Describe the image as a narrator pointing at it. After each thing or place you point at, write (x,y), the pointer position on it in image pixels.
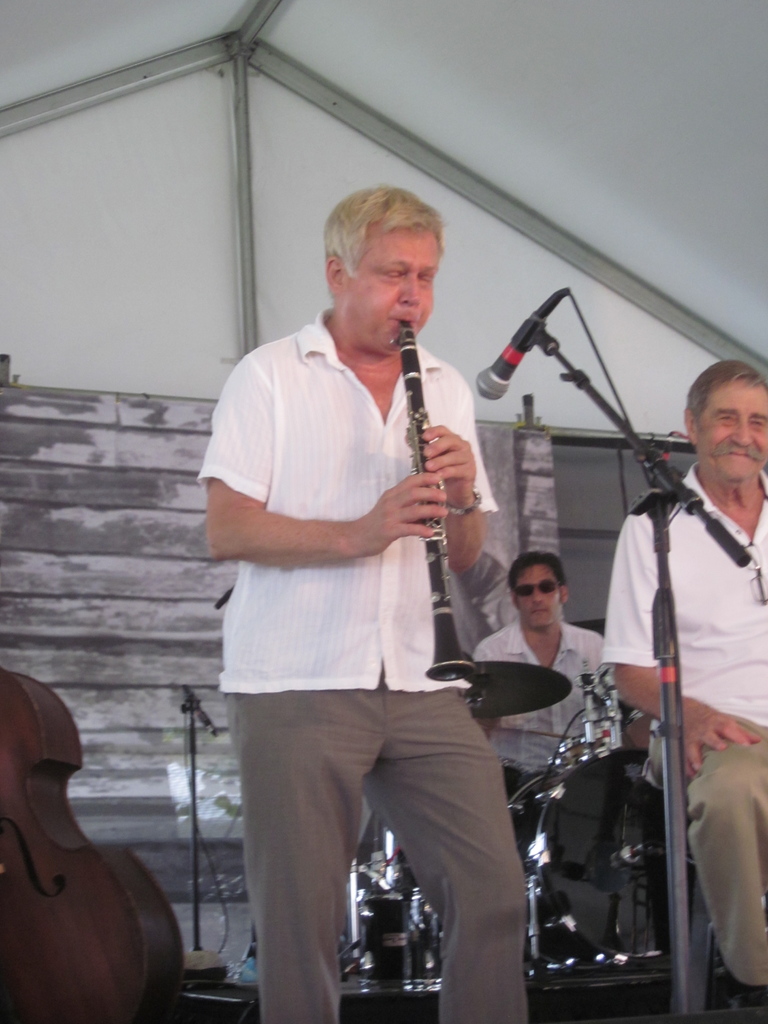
In this picture we can see people (291,503), here we can see a person (266,539) is holding a clarinet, mic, drums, double bass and in the background (189,576) we can see a wall (201,577).
